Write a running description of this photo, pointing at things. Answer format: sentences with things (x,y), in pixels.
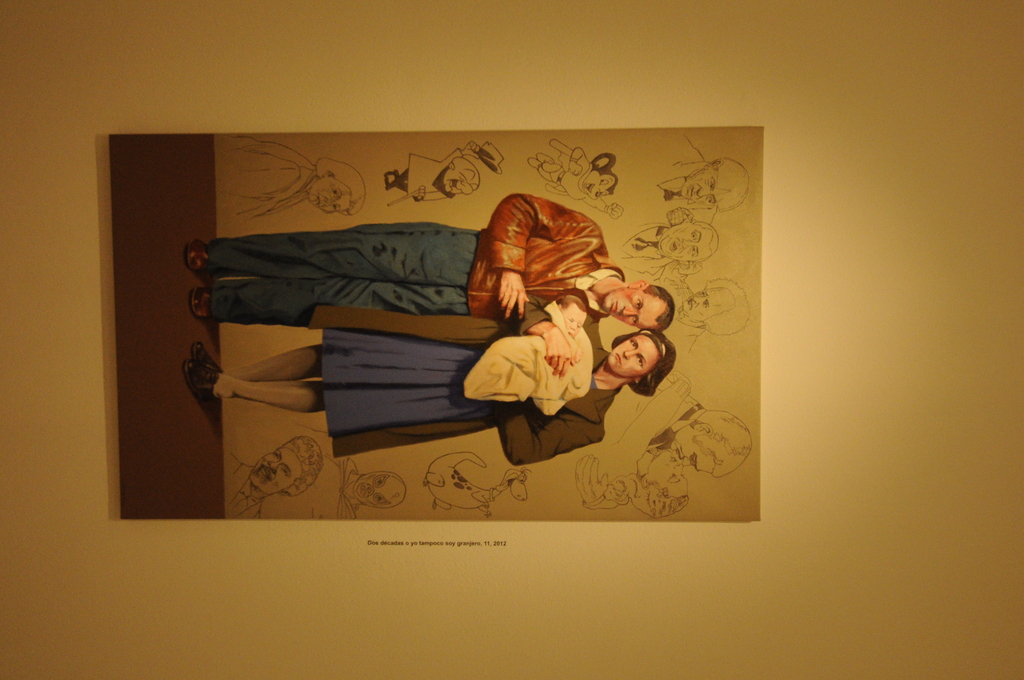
In this image, we can see a photo (707,236) on the wall (816,366) and in the photo (486,273) we can see two people (504,257) standing and one of them is holding a baby (584,373) and there are some sketches (493,164) around them.
